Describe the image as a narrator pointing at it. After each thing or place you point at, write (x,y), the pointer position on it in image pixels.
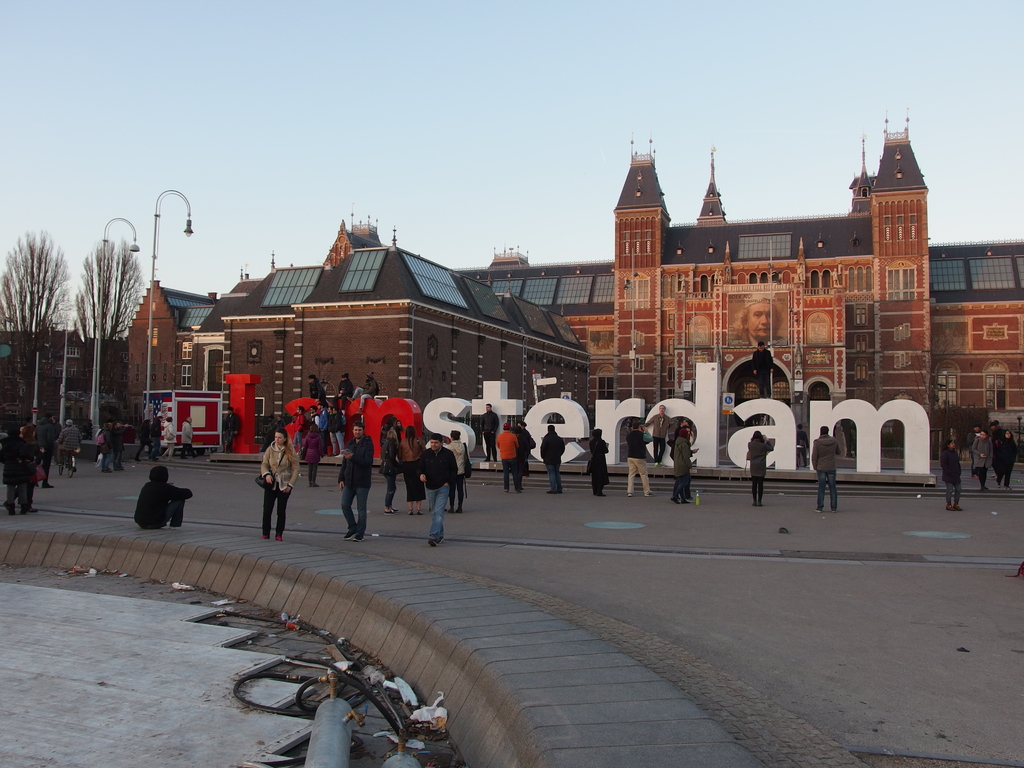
In this image there are buildings (611,363), in front of the building (529,355) there are trees (109,327), lampposts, a logo (378,413), in front of the logo (409,418) there are a few people (676,491) walking.
